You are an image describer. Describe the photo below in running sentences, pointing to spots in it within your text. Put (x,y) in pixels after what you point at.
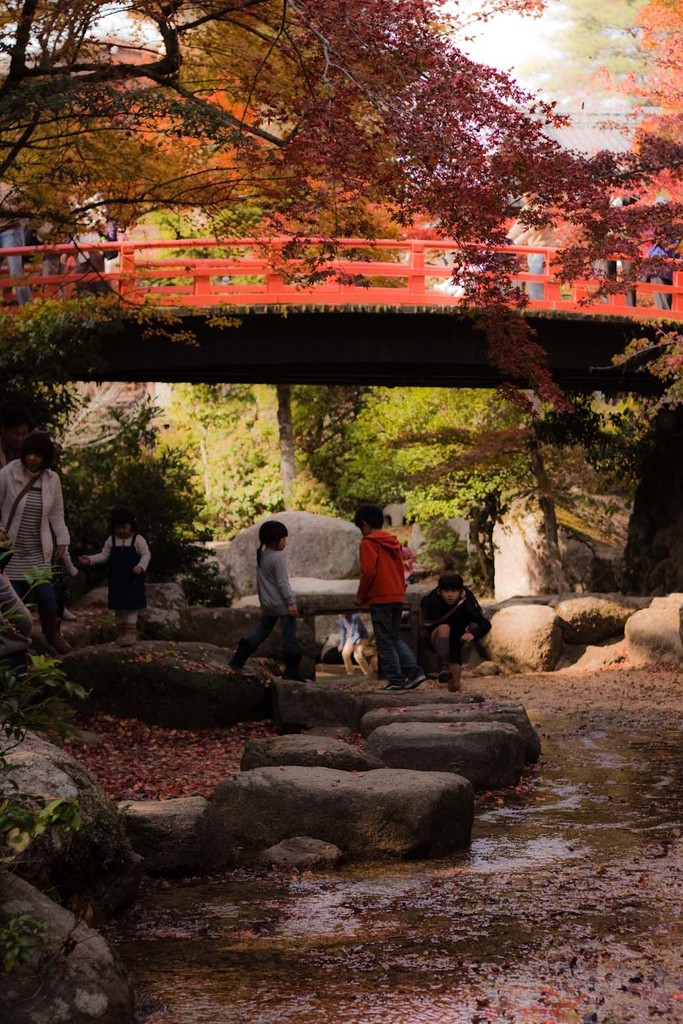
In this image we can see some people (385,622) standing under the bridge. We can also see some stones (408,791), water (534,1004) and the trees (274,122).
